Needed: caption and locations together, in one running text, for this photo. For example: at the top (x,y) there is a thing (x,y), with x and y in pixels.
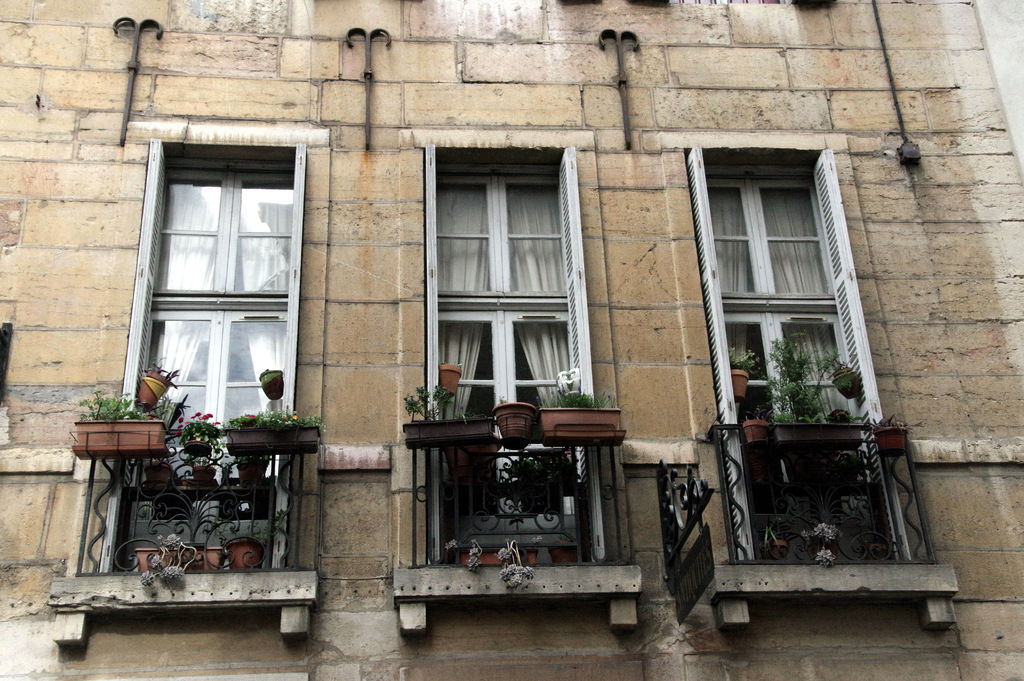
In this picture there is a building (232,181) and there are curtains (732,227) behind the windows (500,270) and there are plants (767,532) on the railing (735,557) and behind the railing (738,469).
